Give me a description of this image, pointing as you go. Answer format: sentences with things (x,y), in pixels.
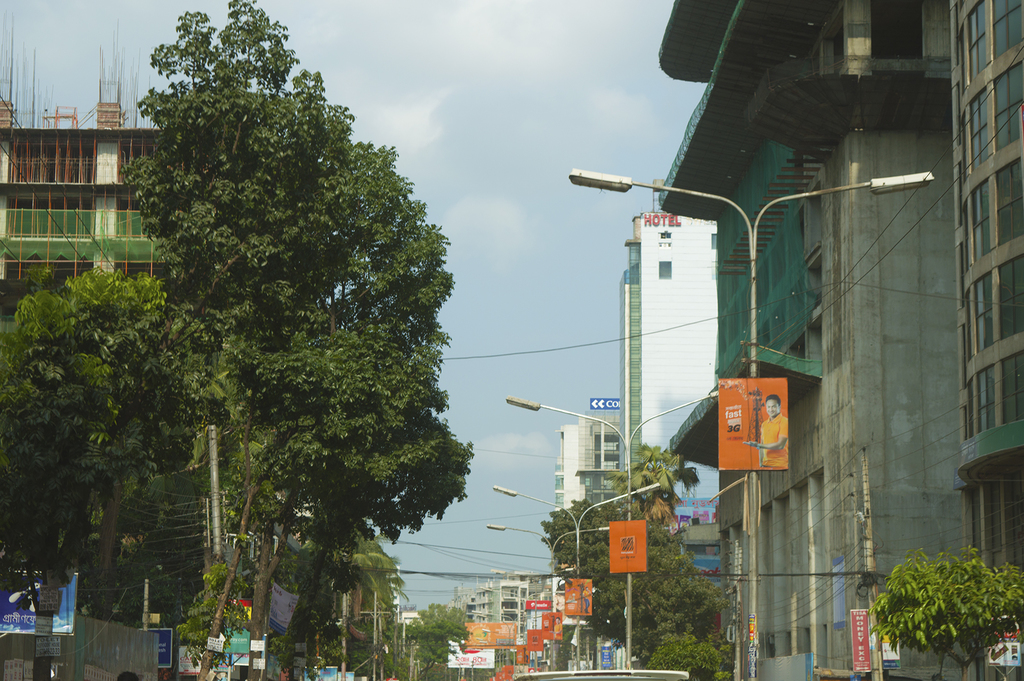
In this picture, on the right (854,418) there are street light poles (753,312), buildings (803,411) and few posters (762,423). On the left (232,599), there are trees (166,465), buildings (96,175) and banners (232,648). In the background (537,566), there are cables (511,574), buildings (488,595) and the sky (520,261).
